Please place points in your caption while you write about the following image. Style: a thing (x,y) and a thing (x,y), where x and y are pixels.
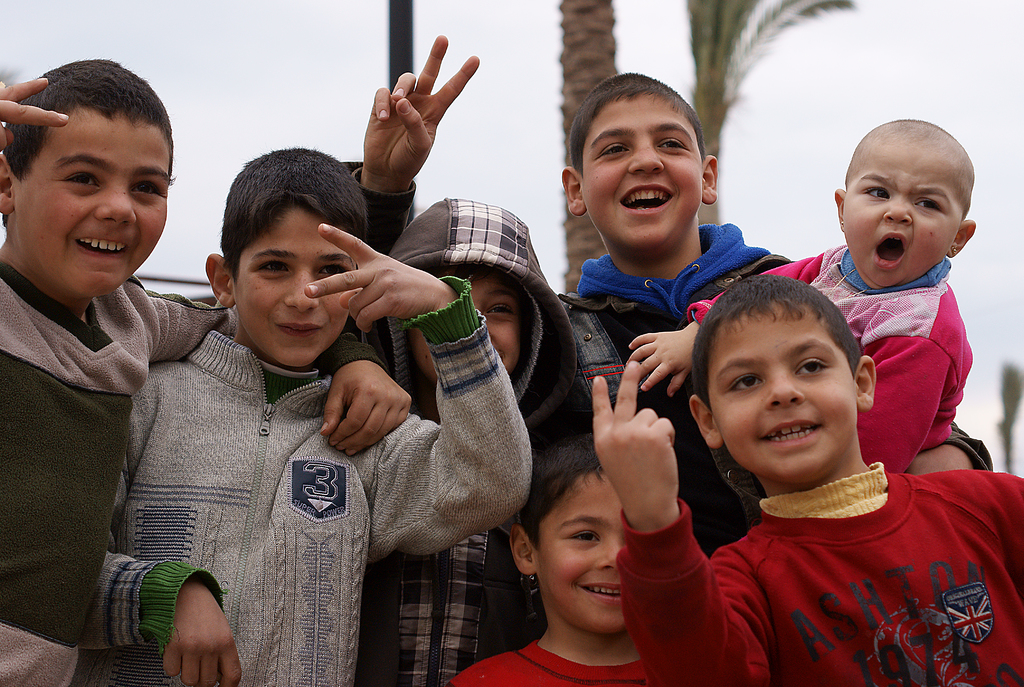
In this image there are children (861,360) posing for a photograph, in the background (721,42) there are tree (586,36) and a pole (409,22).
